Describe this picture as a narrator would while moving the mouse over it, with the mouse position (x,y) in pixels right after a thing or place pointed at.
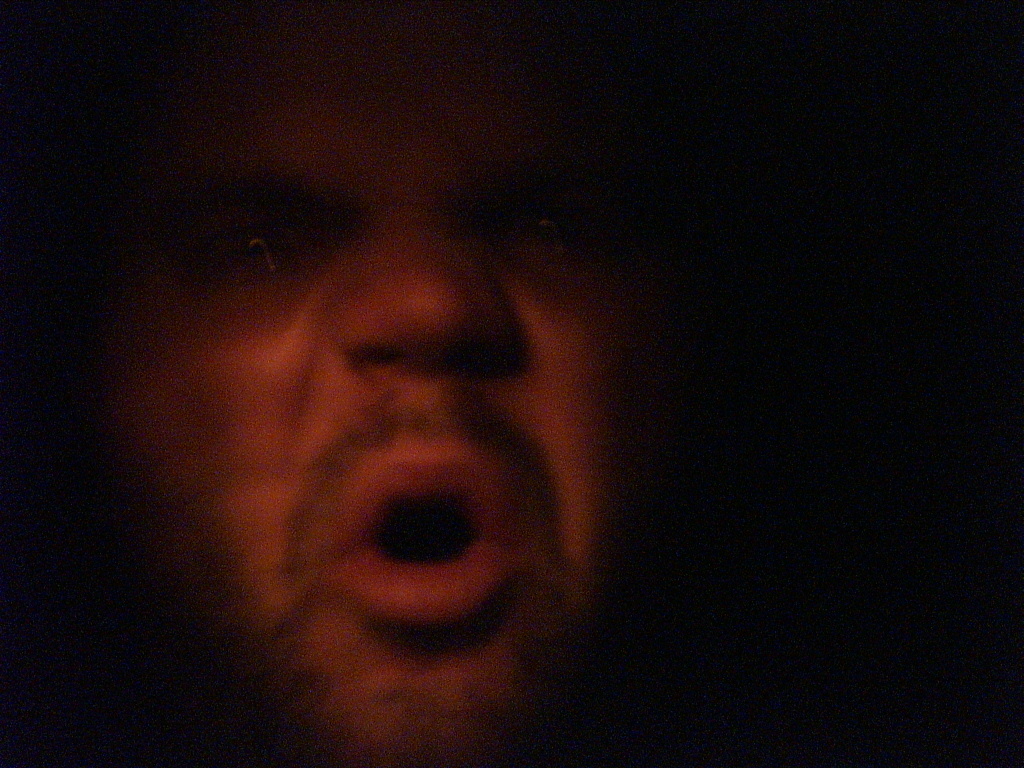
There is a face (359,406) of a person (341,445) in the middle of this image (409,405).
